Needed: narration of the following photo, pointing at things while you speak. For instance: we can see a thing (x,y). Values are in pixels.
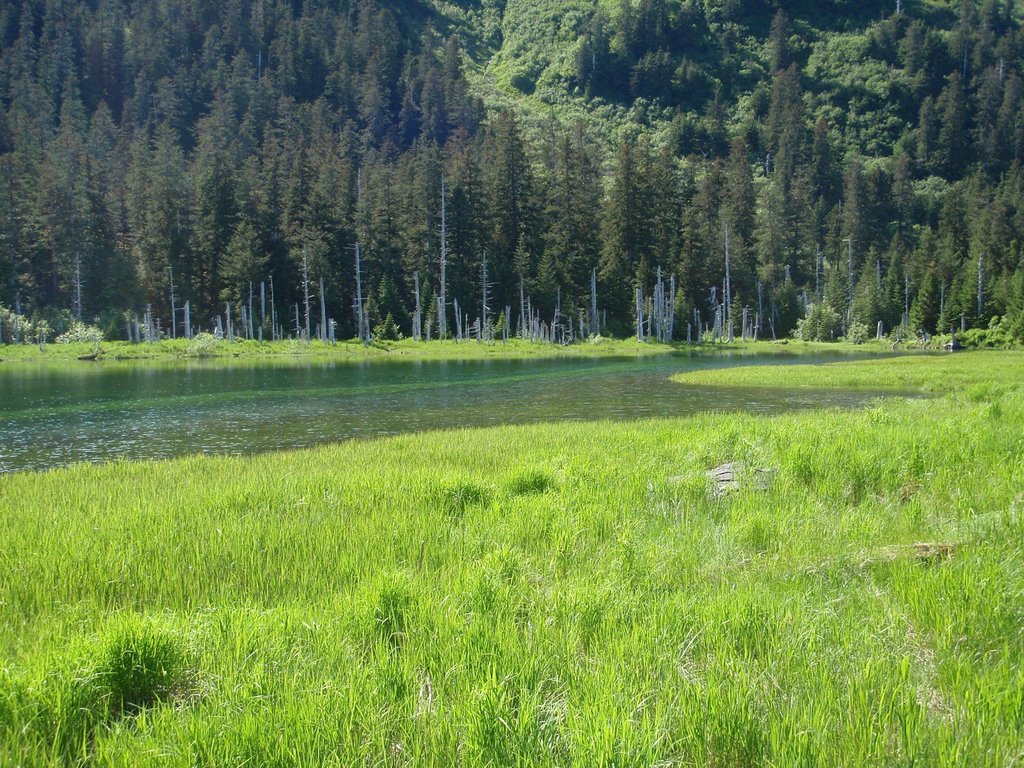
In this image I can see grass (613,589) and I can see a water (177,390) in the middle (353,397) I can see trees (412,132) at the top (568,178).
